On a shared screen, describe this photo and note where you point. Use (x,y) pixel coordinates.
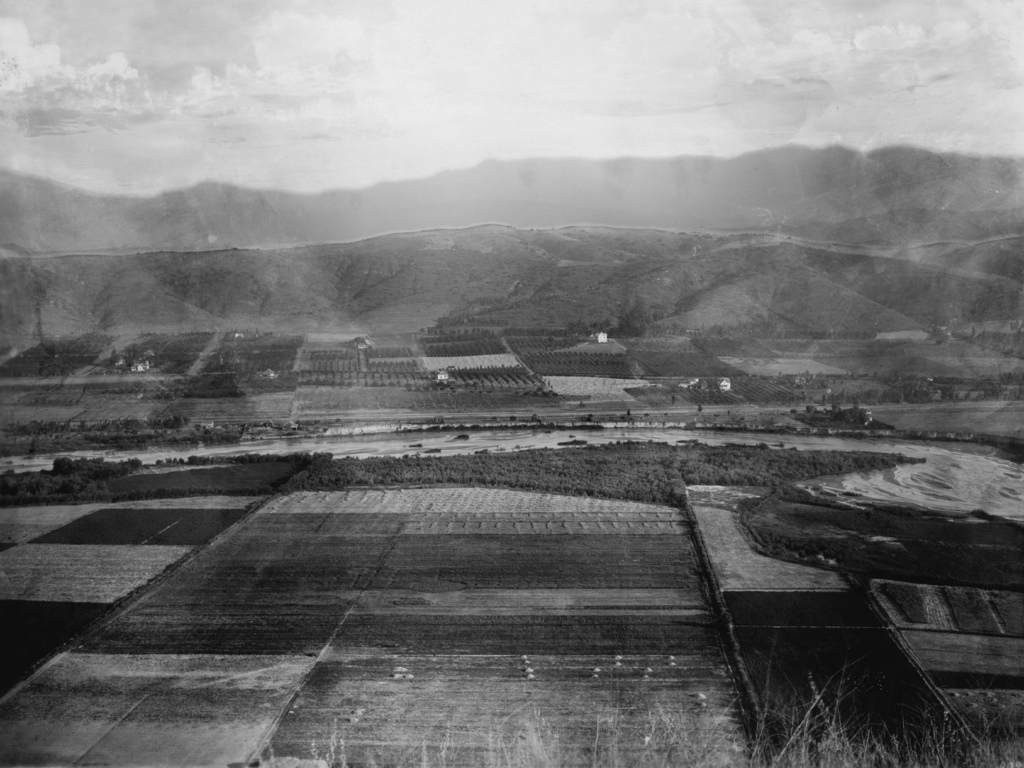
In this image there are fields (599,578), plants (242,380), trees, mountains (601,208) and the sky (306,9).
